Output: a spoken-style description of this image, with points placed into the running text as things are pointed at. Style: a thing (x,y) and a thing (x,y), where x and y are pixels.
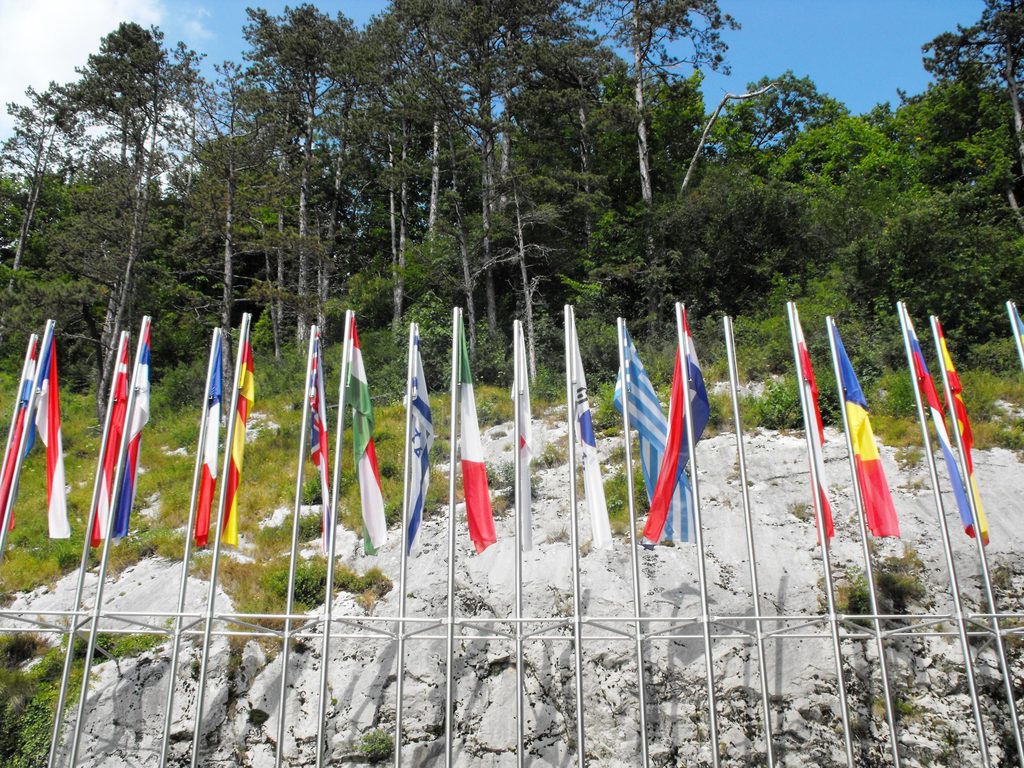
At the bottom of this image (122,519), there are flags (810,407) in different colors attached to the silver color poles (22,442). In the background (991,206), there are trees (50,86), plants (930,294) and grass (305,465) on a mountain (1002,406) and there are clouds (39,10) in the blue sky (183,14).
